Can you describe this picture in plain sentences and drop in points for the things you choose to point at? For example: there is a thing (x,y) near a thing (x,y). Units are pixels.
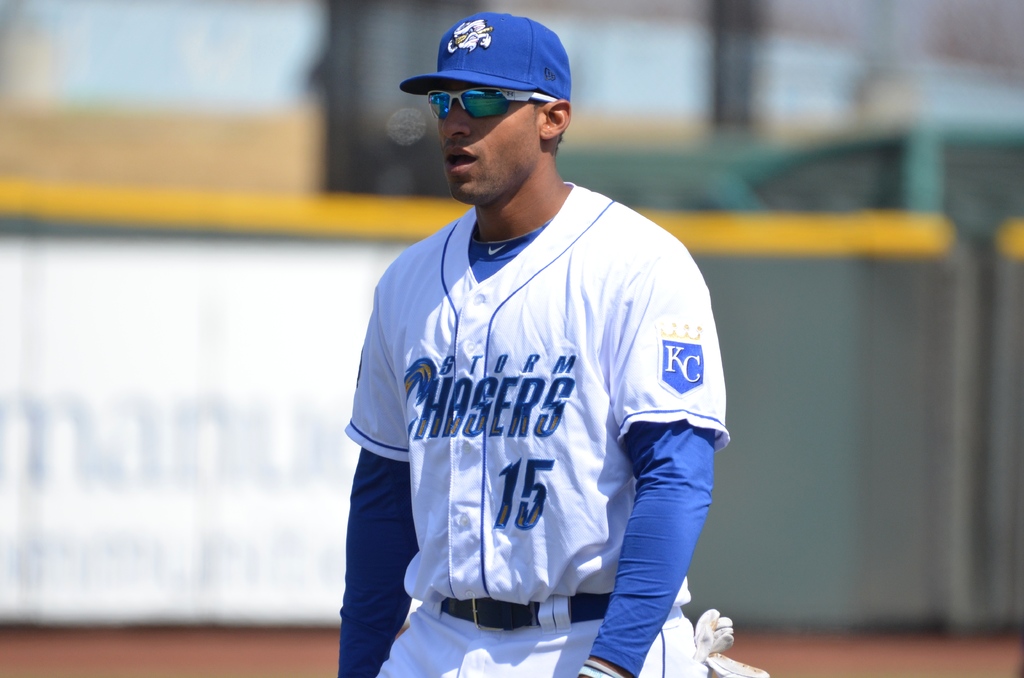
There is one person (496,404) standing in the middle (531,399) is wearing a white color dress (534,331) and blue color cap (487,60). There is a wall (94,420) in the background (750,396).
